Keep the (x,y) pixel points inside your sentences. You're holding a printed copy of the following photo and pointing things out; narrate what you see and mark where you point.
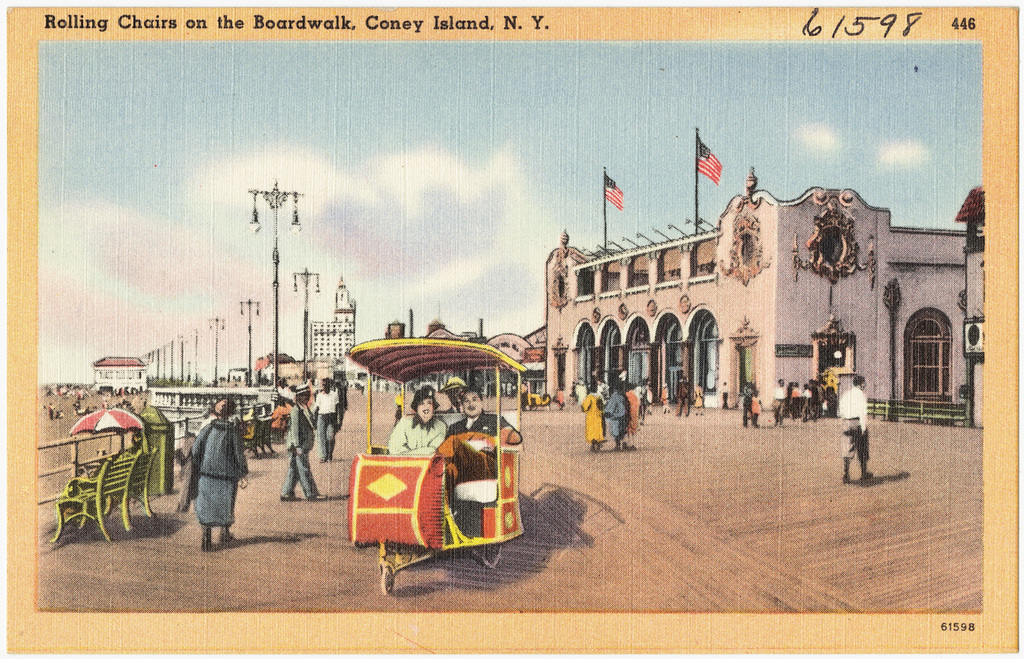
It is a poster. In this image, we can see a group of people (313,487), buildings (754,379), poles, lights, benches (100,521), umbrella (127,423), walls (786,313). Here we can see few people (430,430) are inside the cart (468,486). Background (467,246) there is a sky (580,170). At the top of the image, we can see numbers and text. Right side bottom, we can see numbers (964,626).
